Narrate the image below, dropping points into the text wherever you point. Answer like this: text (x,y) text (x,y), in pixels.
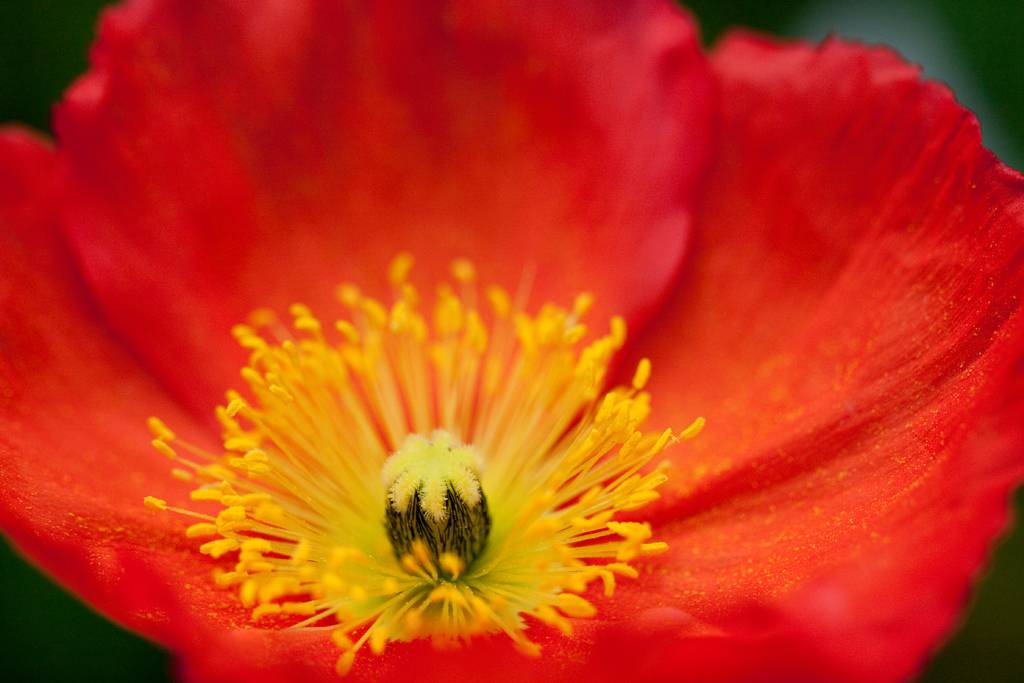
In the image in the center (607,375), we can see one flower (285,135), which is in red and yellow color.
